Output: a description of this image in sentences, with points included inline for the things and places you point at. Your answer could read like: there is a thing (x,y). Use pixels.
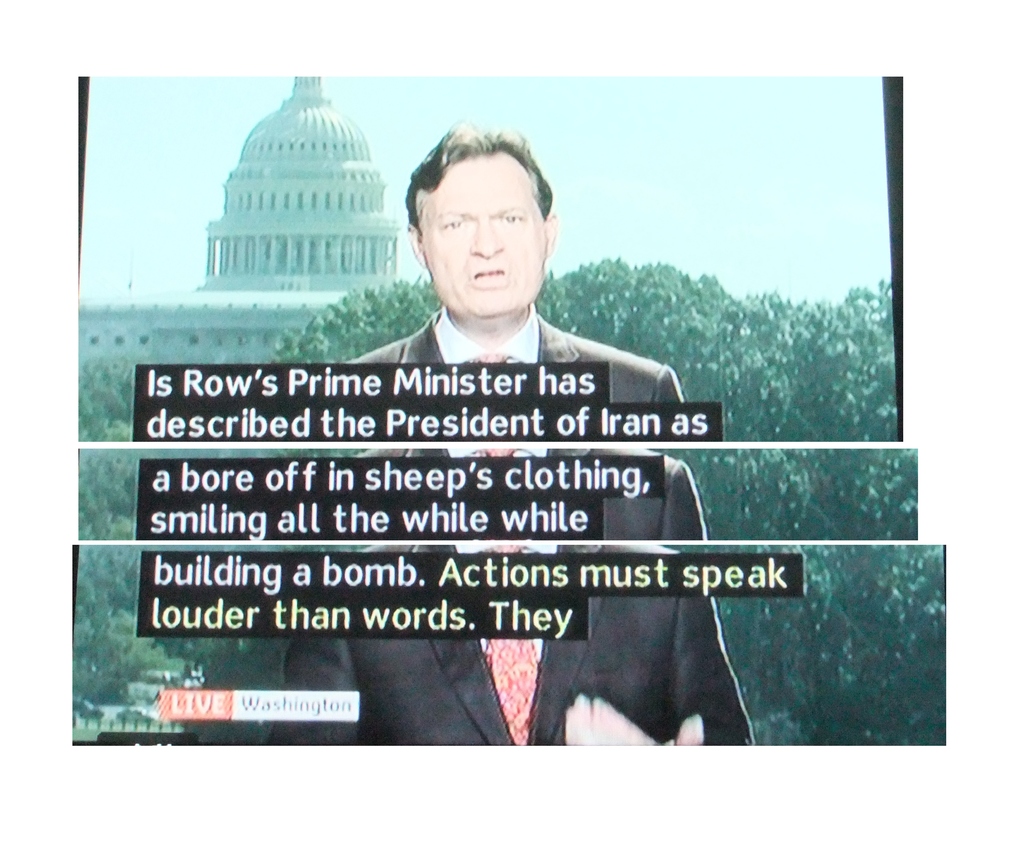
In this image we can see the display screen (364,376) of the news reader (631,672). We can also see the text (697,408). In the background (622,334) there is tree (766,373) and also a monument (257,269).
